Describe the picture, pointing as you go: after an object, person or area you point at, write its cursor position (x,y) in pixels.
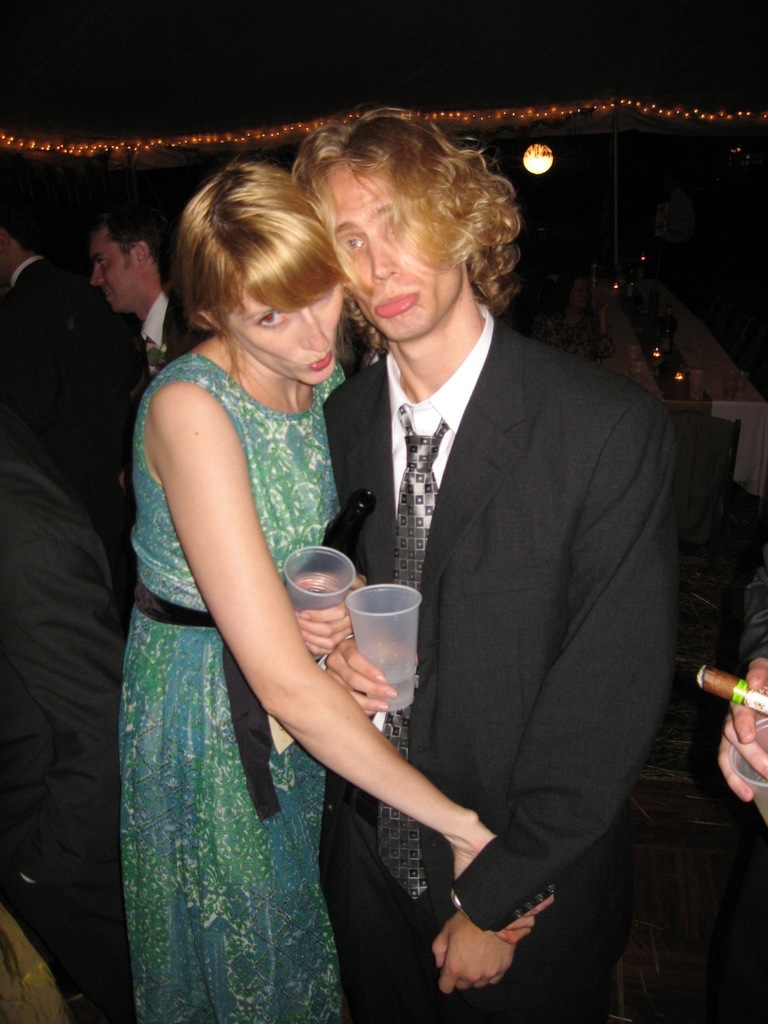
In this image there is a couple (449,538) standing and holding glasses (397,649) in their hand (350,675), behind them there are a few more people (122,470) standing. The background (595,110) is dark and there is a table (682,330), there are some lights (4,136) decorated on the wall (626,117).
